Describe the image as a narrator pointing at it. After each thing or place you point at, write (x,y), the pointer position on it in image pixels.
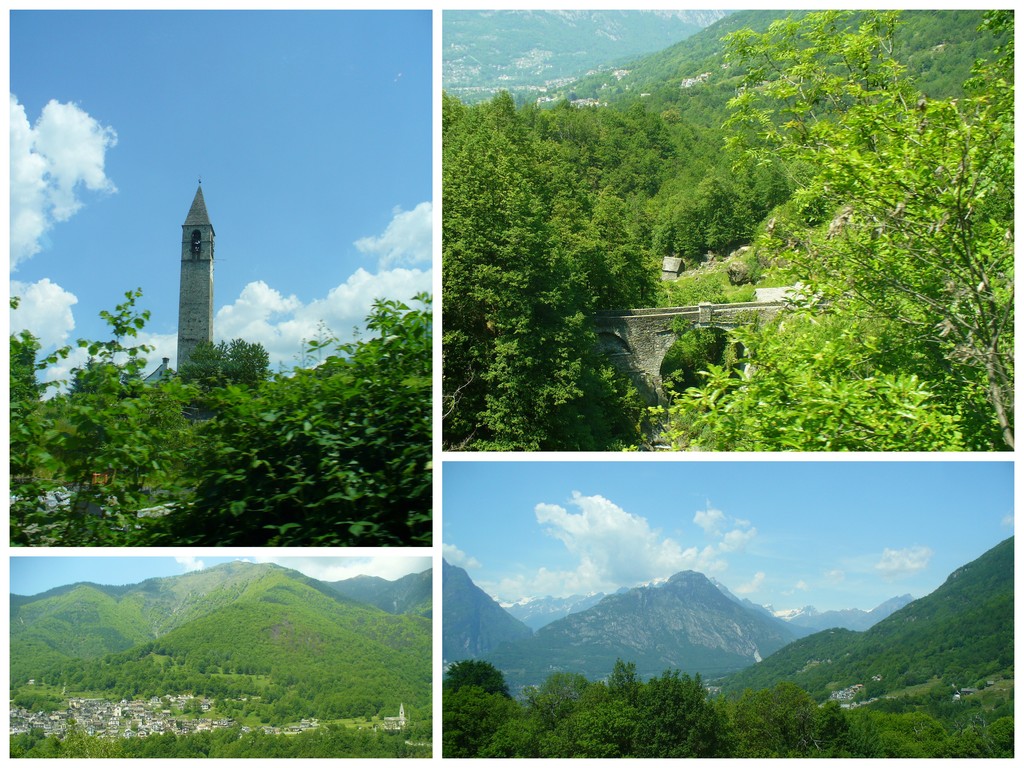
Here the collage is there. In first image we can see a tower (186,314), tree (254,411) and sky (156,153) with some cloud (47,213). In the second image mountains (751,120) is there with trees (785,268). In third and fourth image mountains (293,671) with full of greenery (246,660) is present.
